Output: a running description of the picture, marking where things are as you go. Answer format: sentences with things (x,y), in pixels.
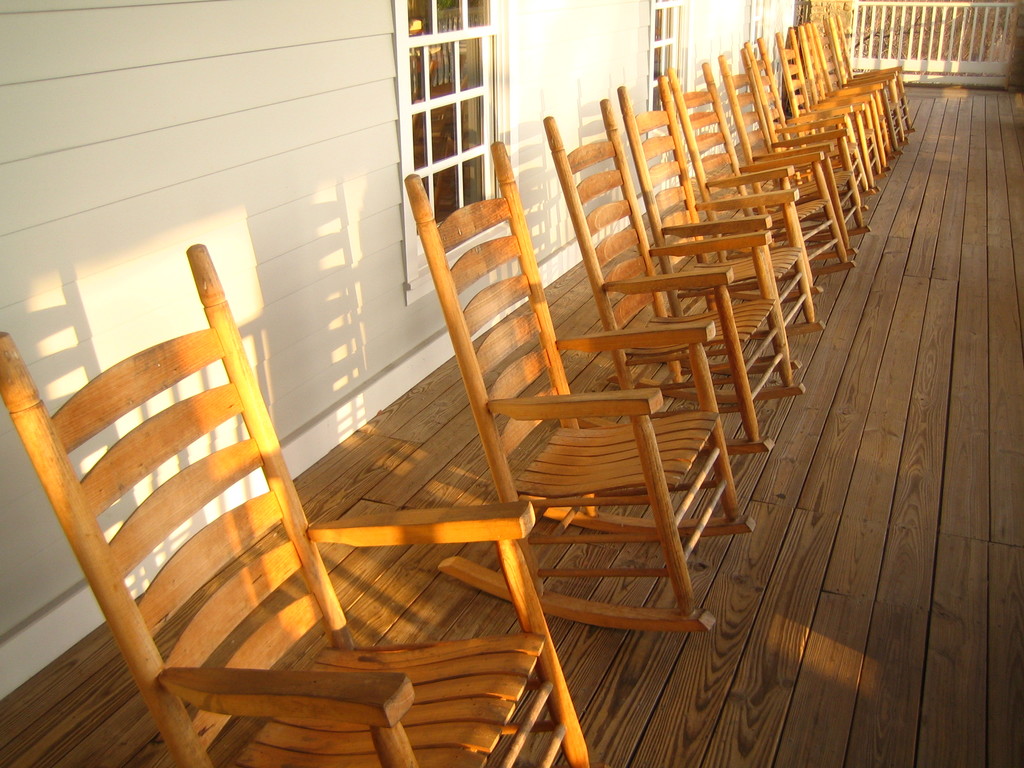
In this picture we can see chairs (756,437) on a platform (846,360), where we can see a wall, fence (985,12) and windows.
